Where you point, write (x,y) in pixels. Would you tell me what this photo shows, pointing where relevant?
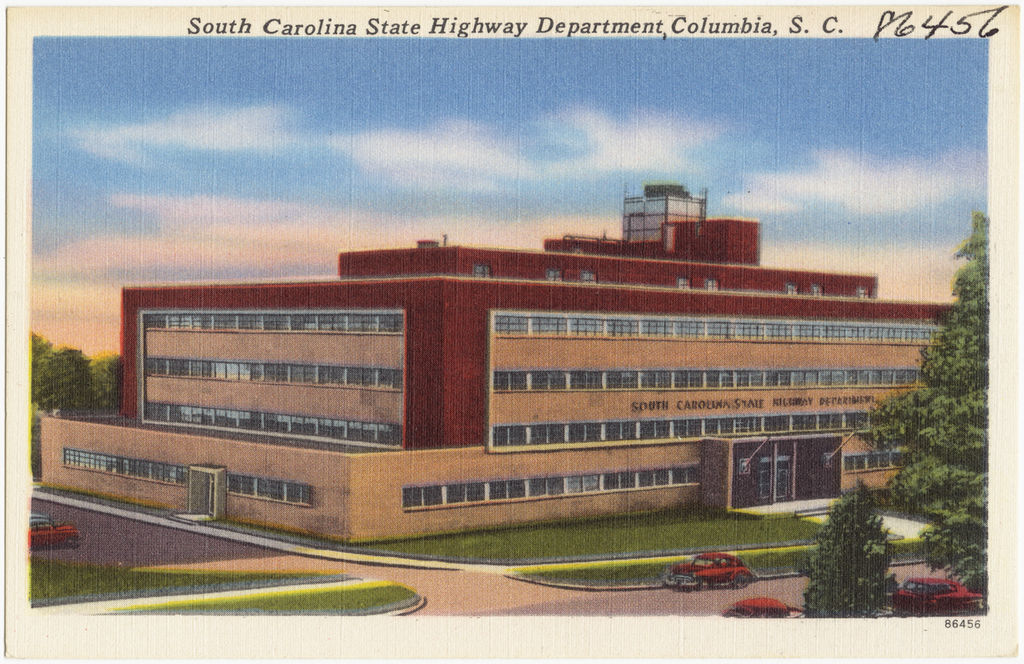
This image is a painting and in this image we can see the building (488,502). We can also see the trees (116,394) and some vehicles (748,571) on the road (759,583). There is also grass (632,532). We can also see the sky (600,138) with some clouds (619,141). Image also consists of the text (818,16) and also the numbers (959,623) at the bottom (958,622).
